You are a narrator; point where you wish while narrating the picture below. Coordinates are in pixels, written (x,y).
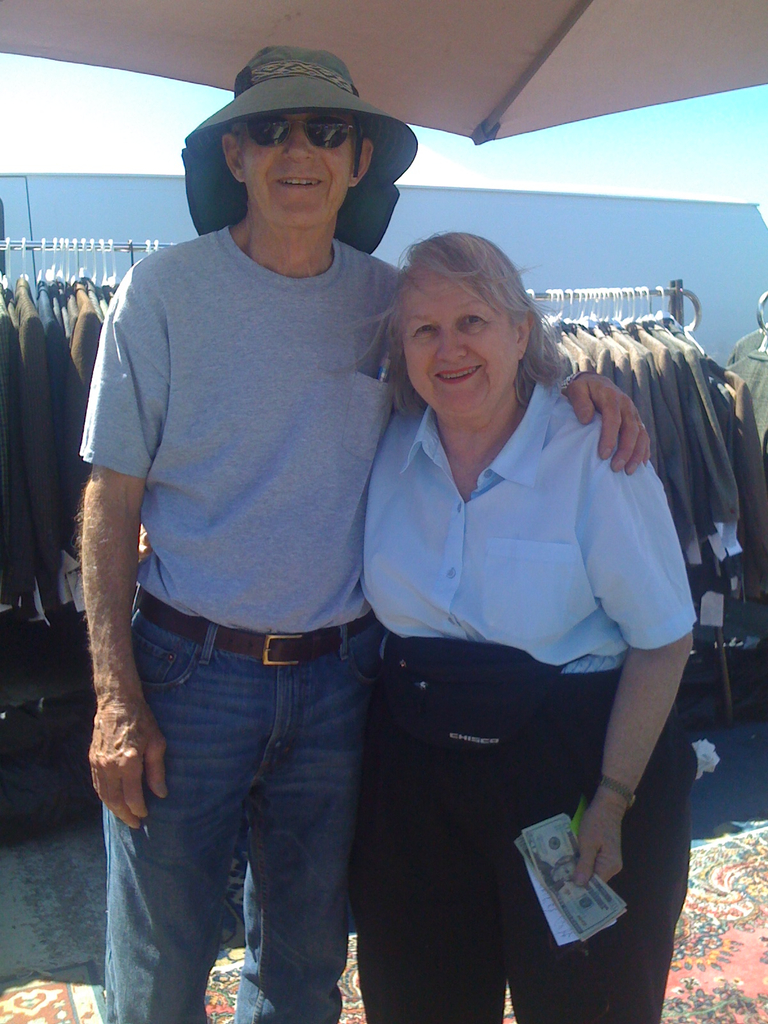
On the left side of the image (253,357) there is a man (280,542) with goggles (321,138) and hat (308,104) on his head (272,153) is standing. Beside him there is a lady (615,580) standing and holding the currency notes (579,855) in her hand (587,867). Behind them there are clothes (660,373) hanging on the rod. And there is a wall (631,244) in the background (641,235). At the top of the image (701,72) there is a roof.
